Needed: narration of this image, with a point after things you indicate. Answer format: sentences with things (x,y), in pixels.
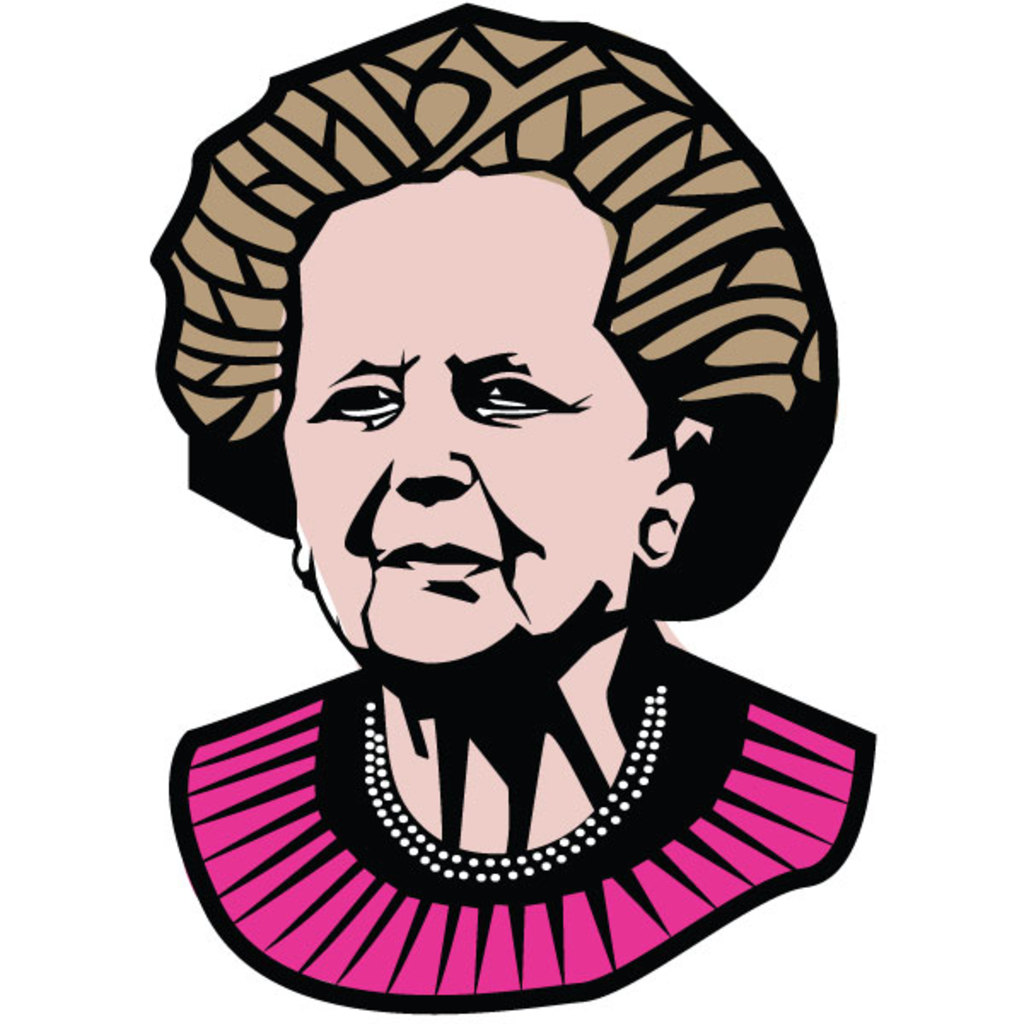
In this picture, we see the graphic art or an illustration of the woman (491,697) who is wearing the pink and black dress (355,885). In the background (74,65), it is white in color.
